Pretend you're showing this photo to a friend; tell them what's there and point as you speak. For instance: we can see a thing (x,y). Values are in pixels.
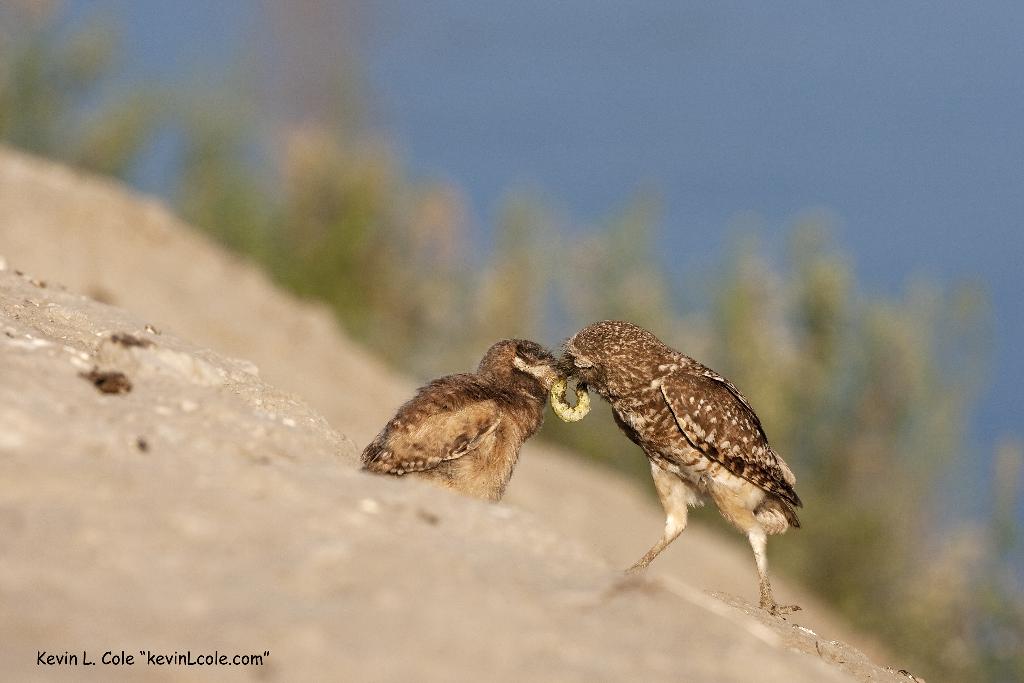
In the center of the image (549,362), we can see birds (592,376) eating an insect (585,408). In the background (398,303), there are trees (410,285). At the bottom (169,496), there is ground (155,562) and we can see some text (161,660).
